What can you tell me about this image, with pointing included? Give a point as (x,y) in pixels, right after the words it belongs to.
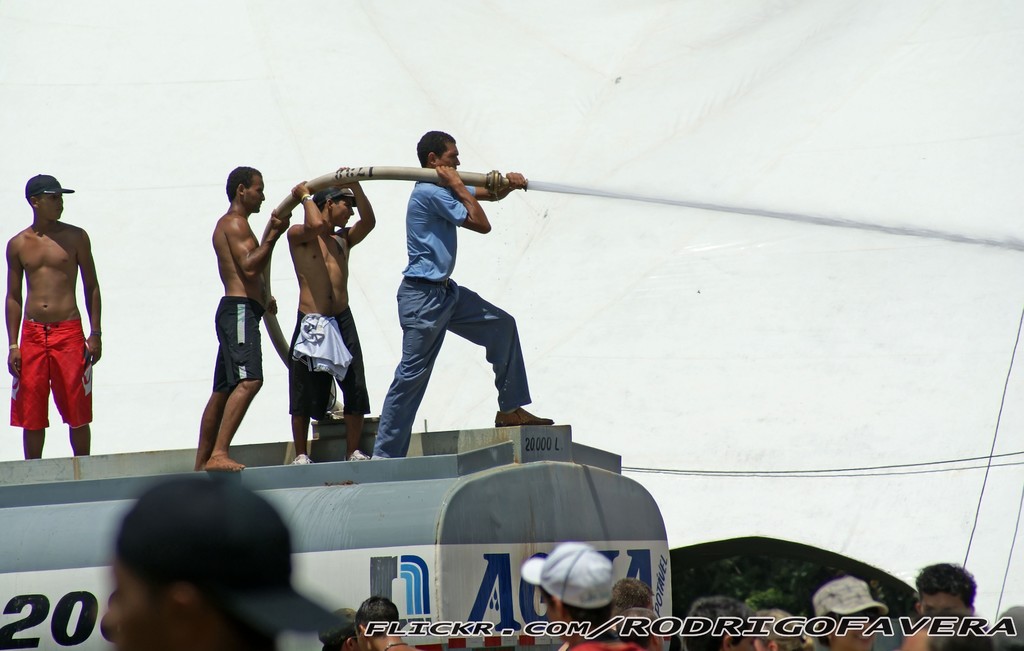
In this picture I can see some people (416,275) are standing on the tank (440,473) and holding pipe (407,175), down we can see few people (570,613) among them few people (584,599) are wearing cap (559,591).
